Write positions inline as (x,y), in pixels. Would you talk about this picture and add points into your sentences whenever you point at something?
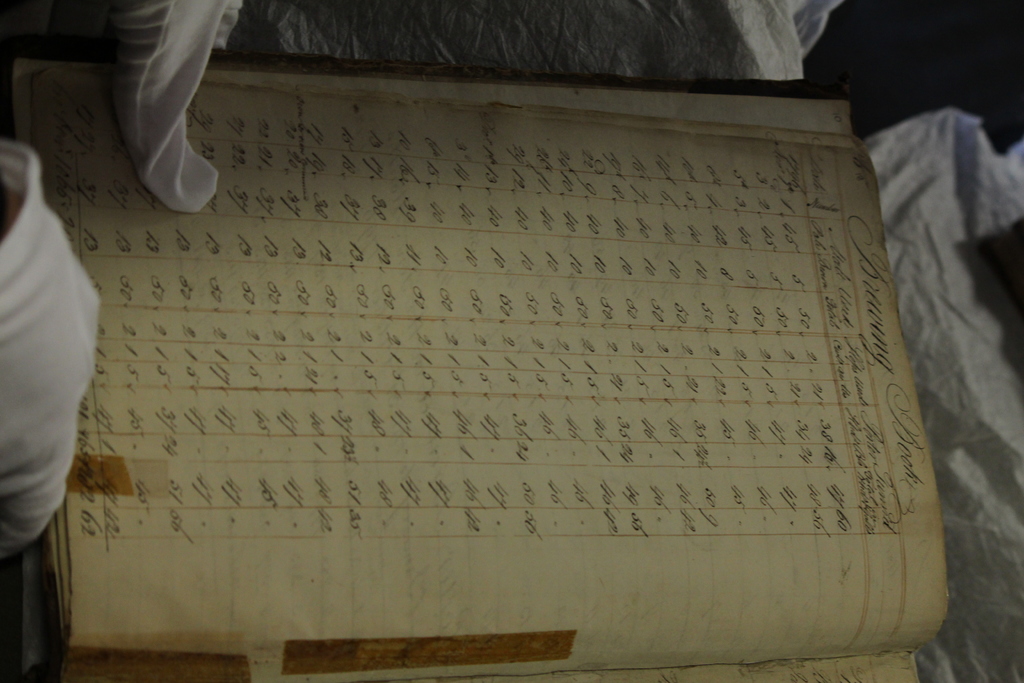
In the image I can see a register (400,411) in which there is something written.
